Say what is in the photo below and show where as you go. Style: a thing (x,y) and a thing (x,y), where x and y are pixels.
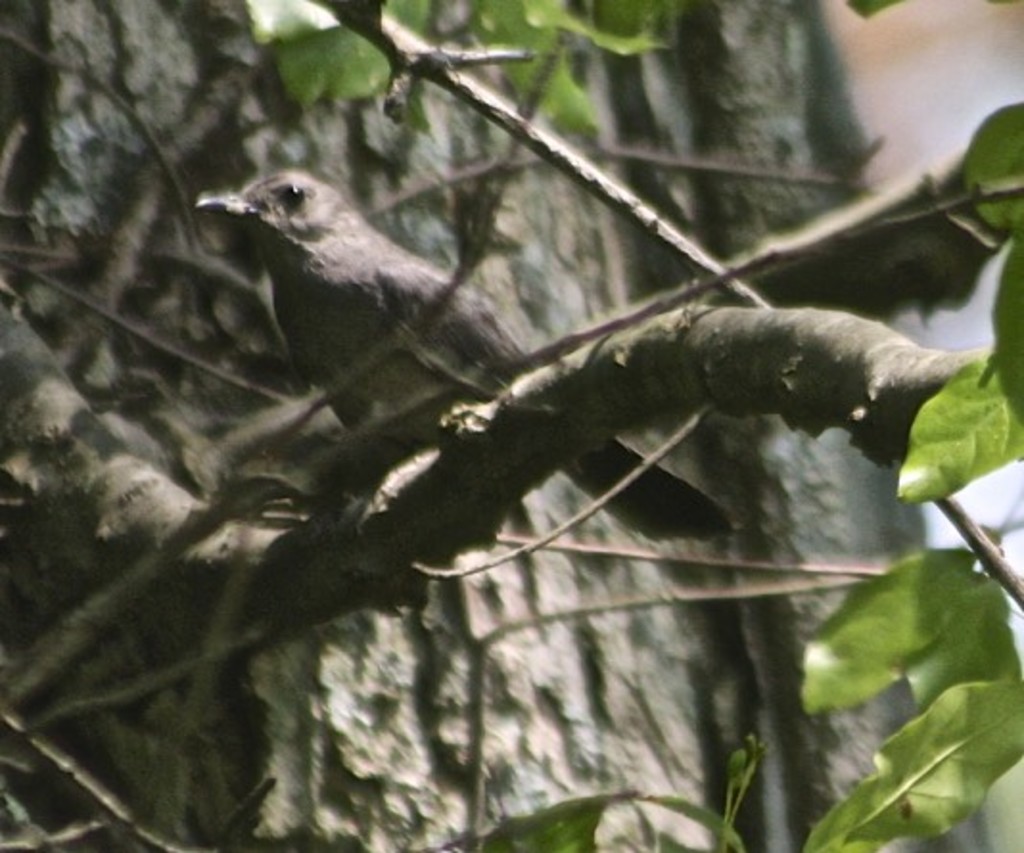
In this image in the center (360,410) there is bird (337,329) standing on the branch (463,432) of a tree (328,424). On the right side (922,595) there are leaves (922,595).
